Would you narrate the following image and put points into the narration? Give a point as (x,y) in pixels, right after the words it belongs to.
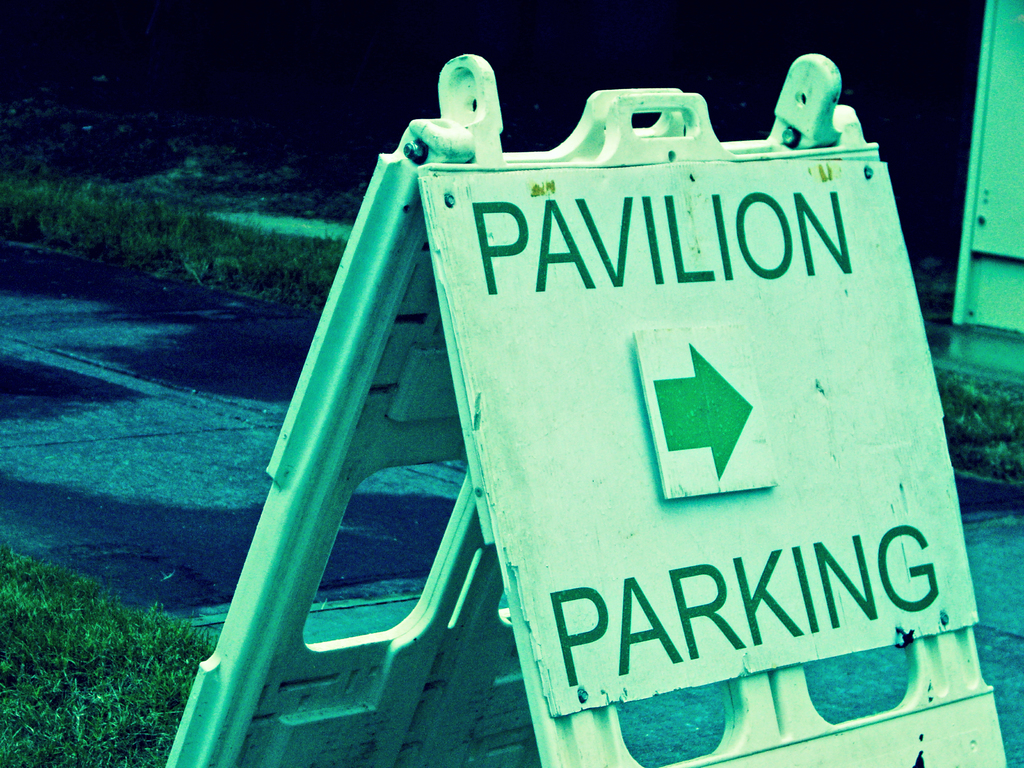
In this picture there is a board (613,237) attached to a stand (664,243) which has pavilion parking written on it and there is greenery ground (78,201) in the background (240,162).
